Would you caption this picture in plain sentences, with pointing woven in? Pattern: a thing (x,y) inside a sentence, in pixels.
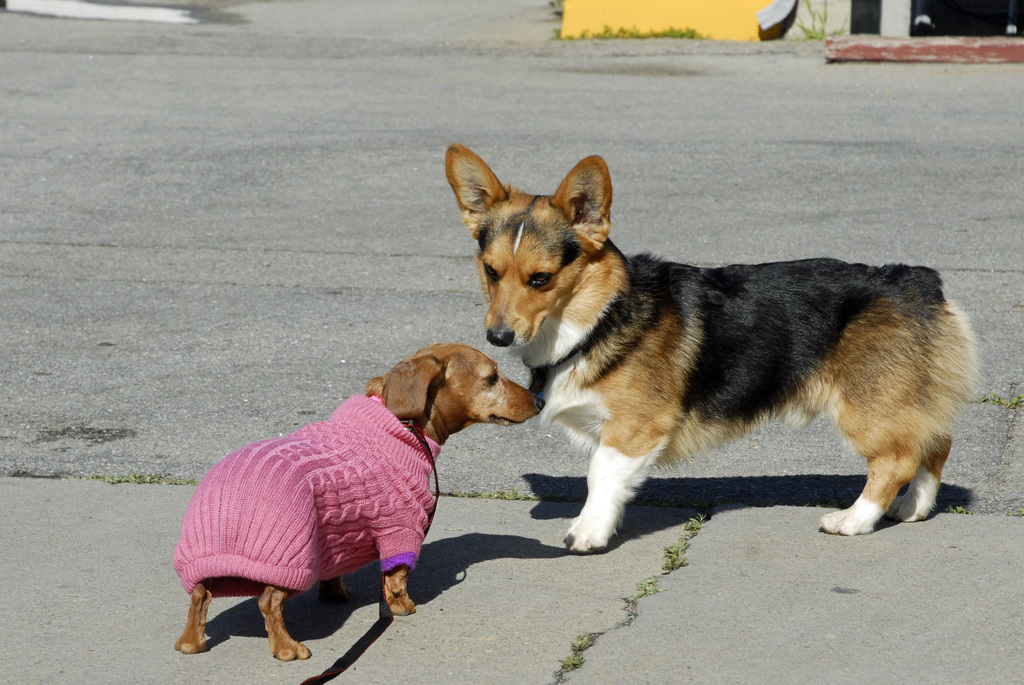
In this picture we can see couple of dogs (493,344), the left side dog (365,451) wore a dress (291,530).
